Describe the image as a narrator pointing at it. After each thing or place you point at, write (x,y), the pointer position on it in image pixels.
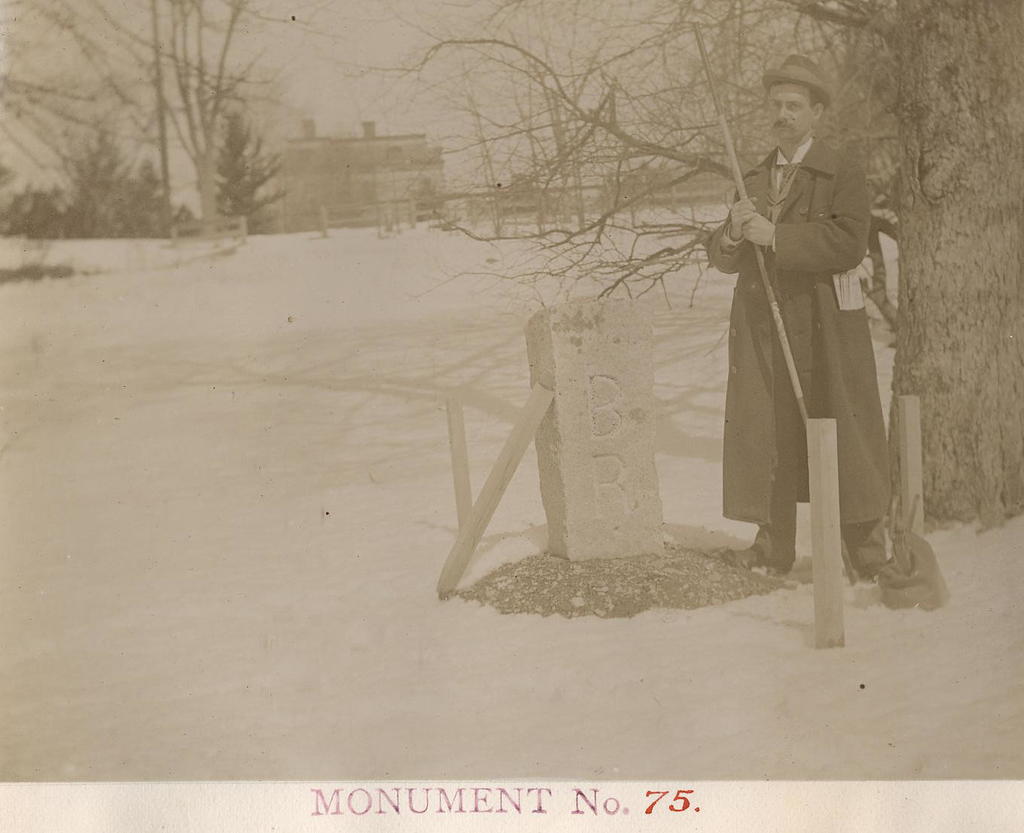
In this picture I can see a photo (604,766) on the paper (937,824), there is a person (754,385) standing and holding a stick (807,409), there are trees (233,3) and a building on the photo (452,722), there are words (530,808) and numbers (657,802) on the paper (481,821).
